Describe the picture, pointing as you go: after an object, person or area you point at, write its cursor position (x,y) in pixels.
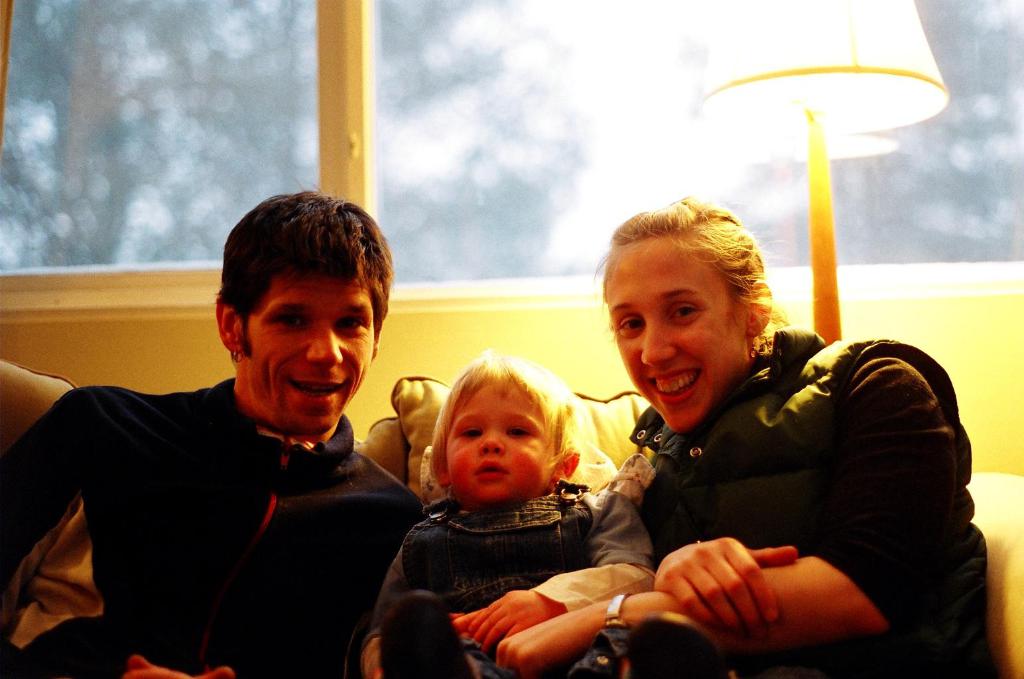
In this image I can see a man (187,392), a child (438,473), and a woman (657,404). Behind them I can see few cushions (401,415) and a lamp (896,15). I can also see this image is little bit blurry in the background (708,151) and in the front (431,509) I can see two of them are wearing jackets (39,497) and except one I can see smile on two faces (328,364).
